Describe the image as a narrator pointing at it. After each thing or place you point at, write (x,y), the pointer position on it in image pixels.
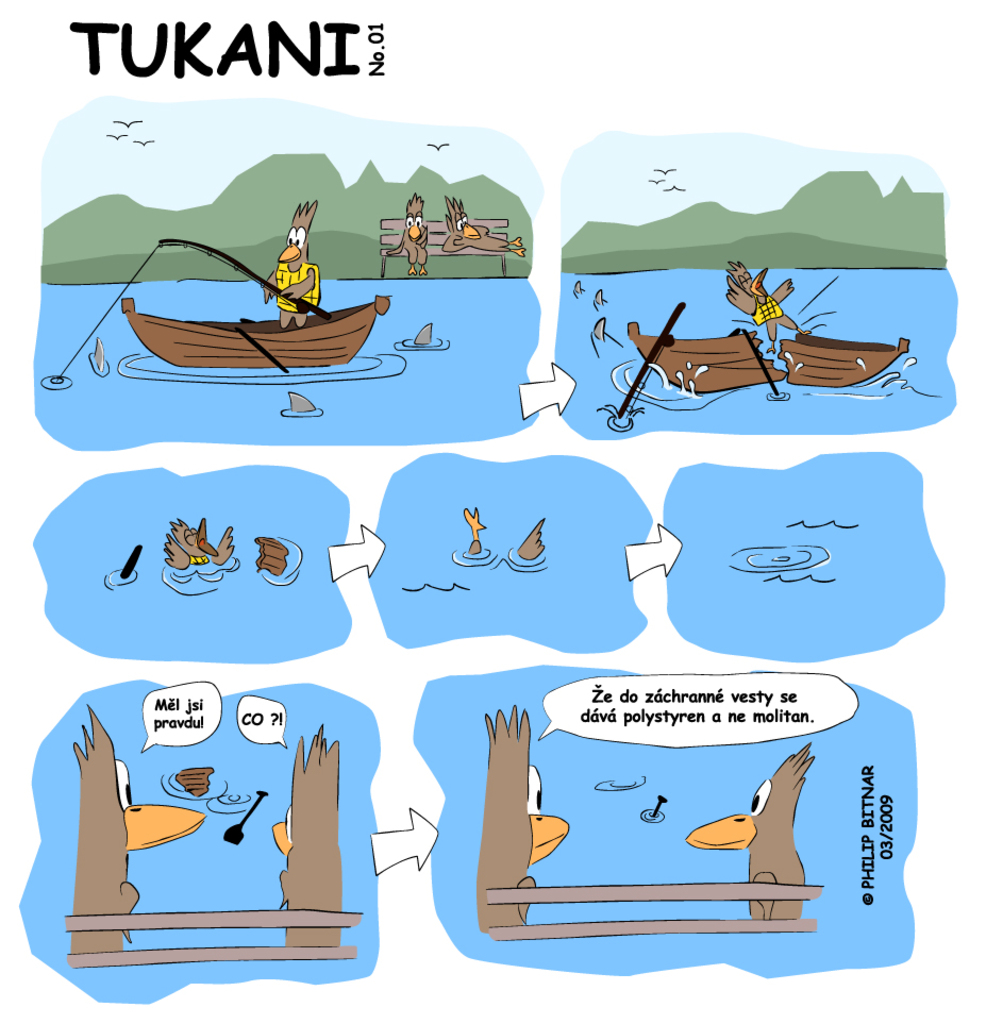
In this image we can see the cartoon pictures (833,520). The cartoon pictures (787,399) have boat (223,330), fishing rod (285,294), birds (403,243), bench (458,249), hills (320,216) and sky (292,131).
